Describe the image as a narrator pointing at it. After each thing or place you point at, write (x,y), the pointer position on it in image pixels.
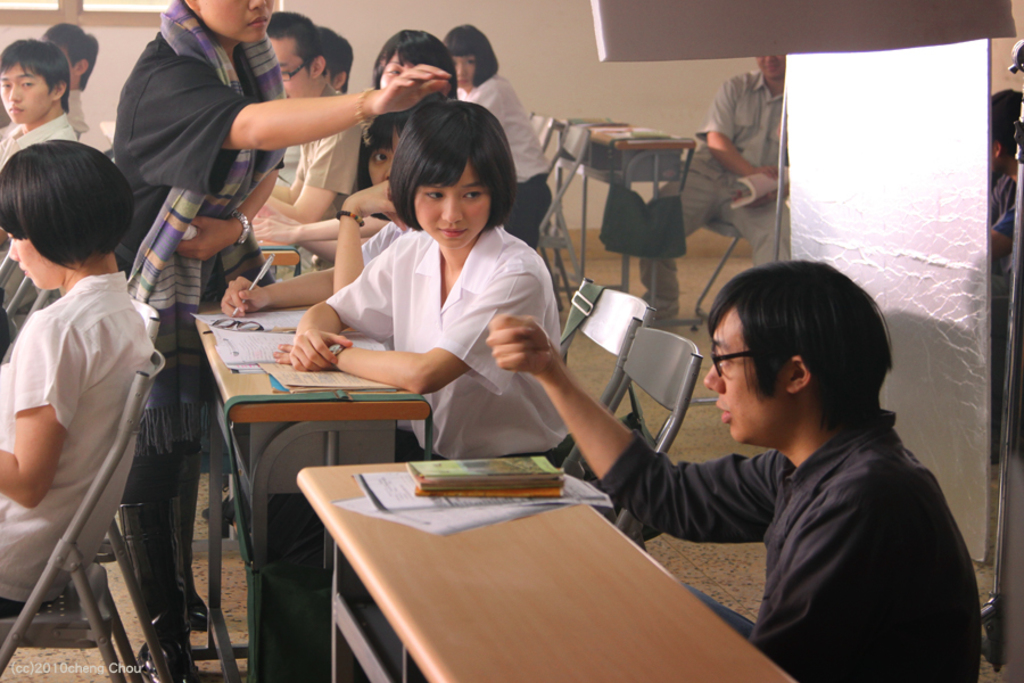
In the image we can see there are people (410,276) who are sitting on chair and a woman (159,222) is standing.
